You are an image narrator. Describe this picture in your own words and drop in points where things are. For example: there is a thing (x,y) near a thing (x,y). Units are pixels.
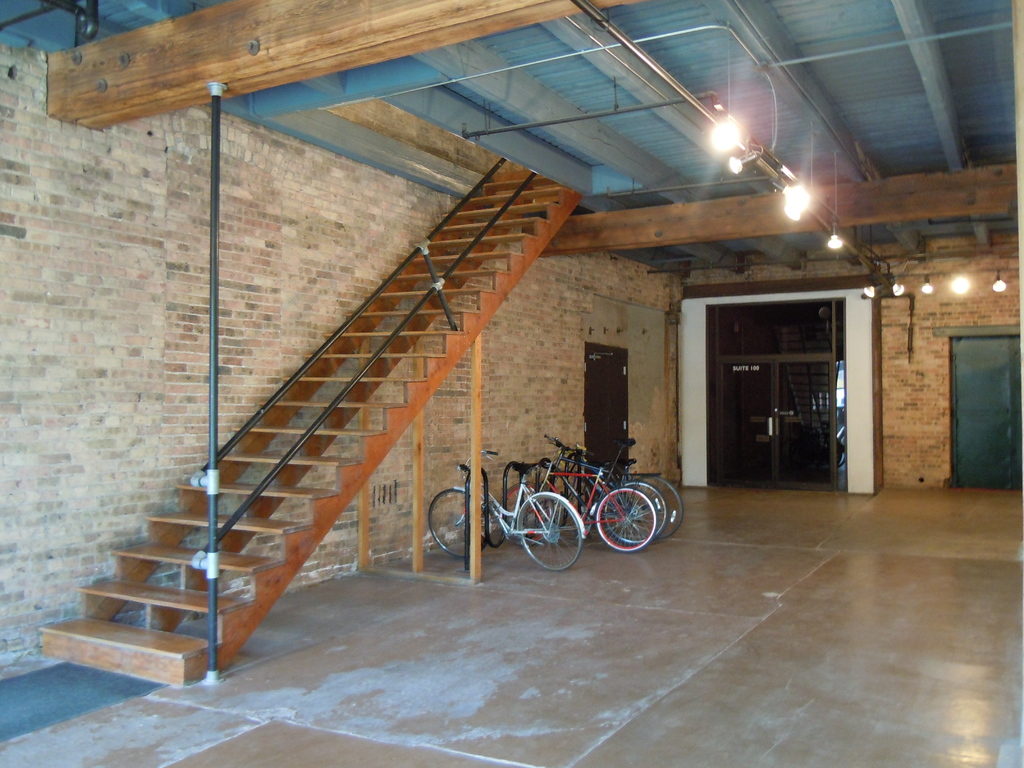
As we can see in the image there is wall (87,371), stairs (162,541), bicycles (641,507), lights (869,283) and doors (962,397).
